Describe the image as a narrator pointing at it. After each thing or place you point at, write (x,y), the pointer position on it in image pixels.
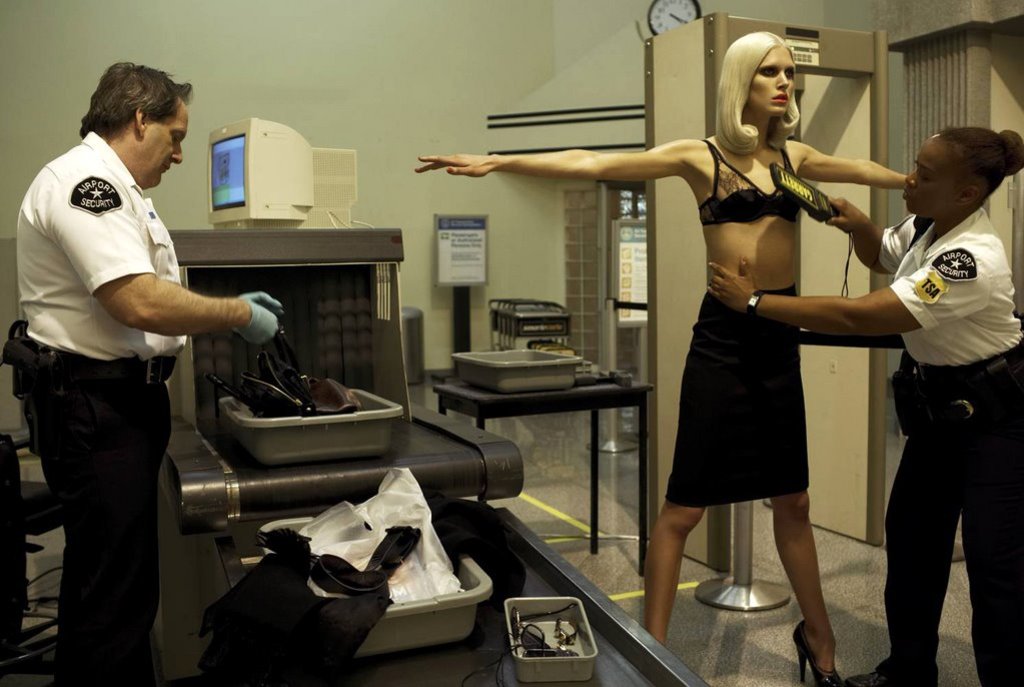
In this picture we can see three persons (816,172) are standing, on the left side (331,235) we can see a monitor (301,198), a scanning machine (301,273) and trays (564,663), there are some things (294,396) present in this tray (329,450), we can see clothes (294,570) in this tray (311,585), we can see goggles (533,640) in this tray (553,623), in the background (470,249) there is a table (542,399) and a board (481,257), we can see some text (463,236) on this board (459,237), we can also see a wall (558,54) and a clock (660,22) in the background (665,19).
